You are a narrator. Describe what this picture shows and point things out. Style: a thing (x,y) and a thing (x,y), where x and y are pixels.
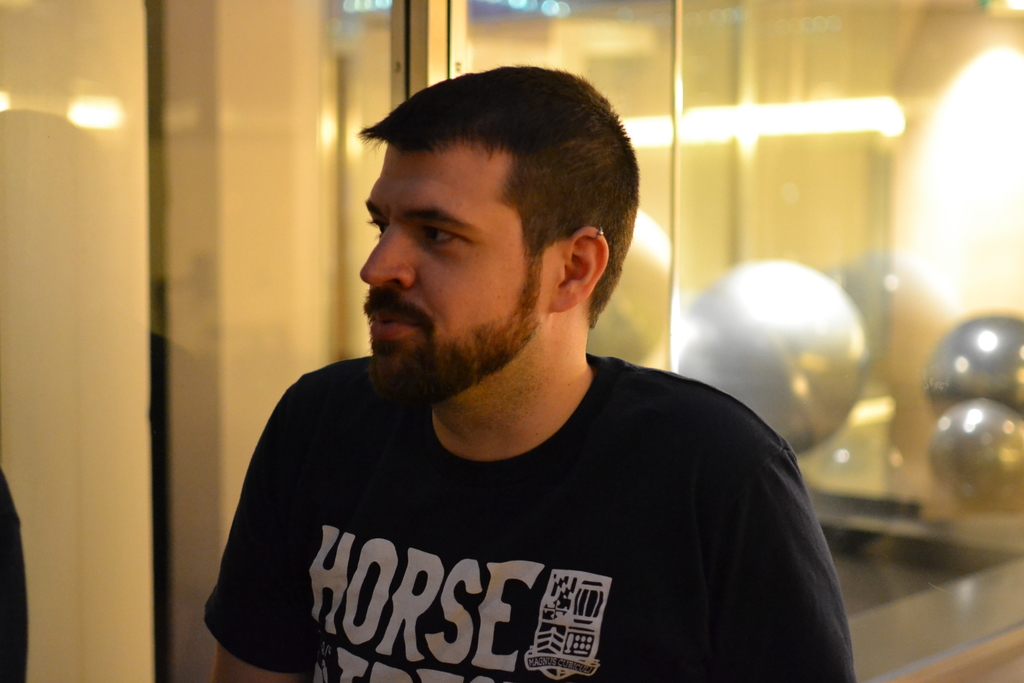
There is a man (431,337) wearing t shirt (493,562). In the back (737,154) there is a wall (248,80). Also there are lights (839,122).
